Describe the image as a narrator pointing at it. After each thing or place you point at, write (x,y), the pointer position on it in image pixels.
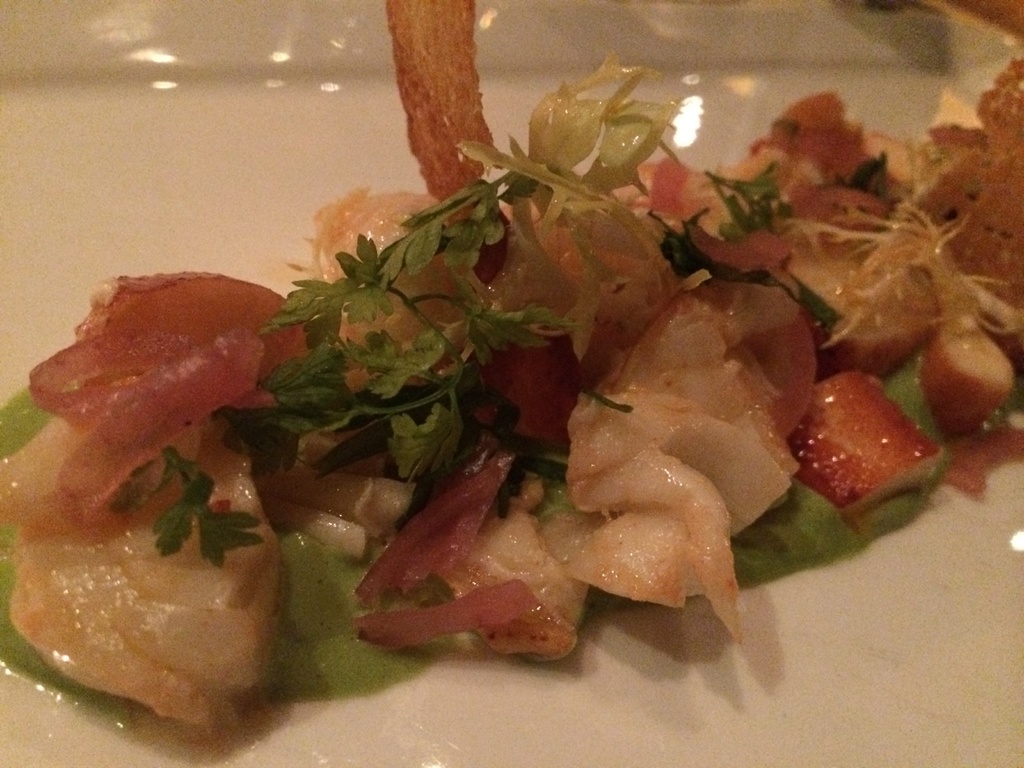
In this image I can see a white colored plate (134,78) and on the white colored plate (167,74) I can see a food item (202,295) which includes few tomato pieces (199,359) which are red in color and few herbs (526,311) which are green in color and few other ingredients (205,335).
